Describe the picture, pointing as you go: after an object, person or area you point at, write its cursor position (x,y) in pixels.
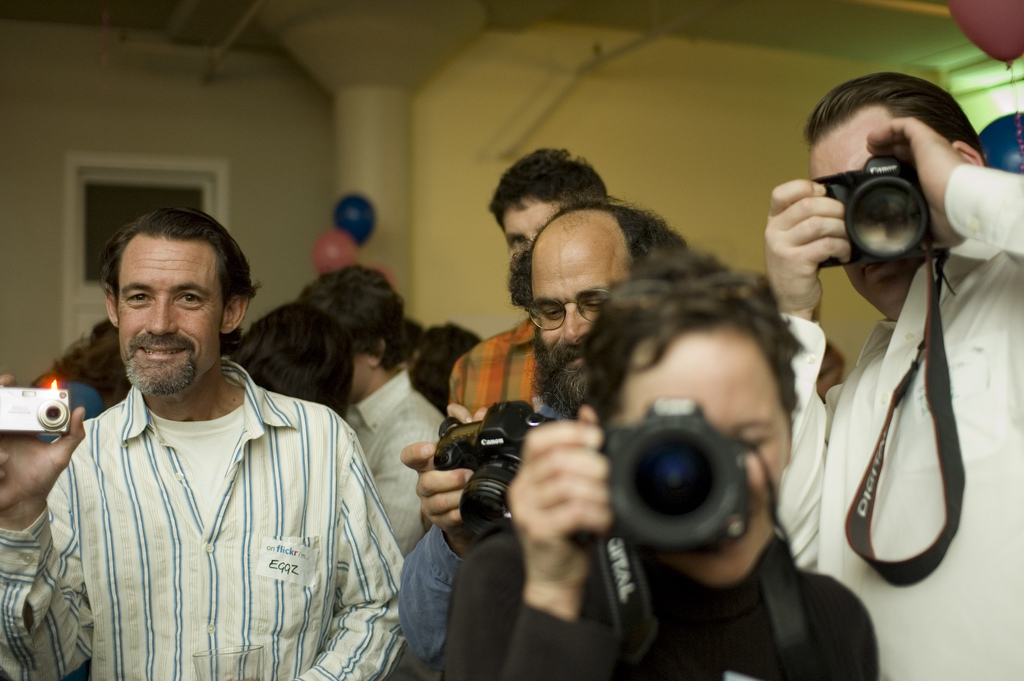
In this picture we see many people (288,370) standing. I think this picture is clicked inside the room (327,0). The person (756,330) in the middle of the picture (655,303) wearing black t-shirt (717,599) is holding camera (728,485) in his hands (609,522) and clicking photos on camera (641,501). On the right corner of the picture (890,421), the man (995,522) wearing white shirt (889,499) is holding camera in his hands (933,205) and he is also clicking photos in camera (942,256). Beside him, the man (429,580) in blue shirt (434,561) is holding camera (491,446) in his hands (438,506). Behind them, we see a wall (456,231) which is yellow in color and we even see pink and blue balloon (350,237).
